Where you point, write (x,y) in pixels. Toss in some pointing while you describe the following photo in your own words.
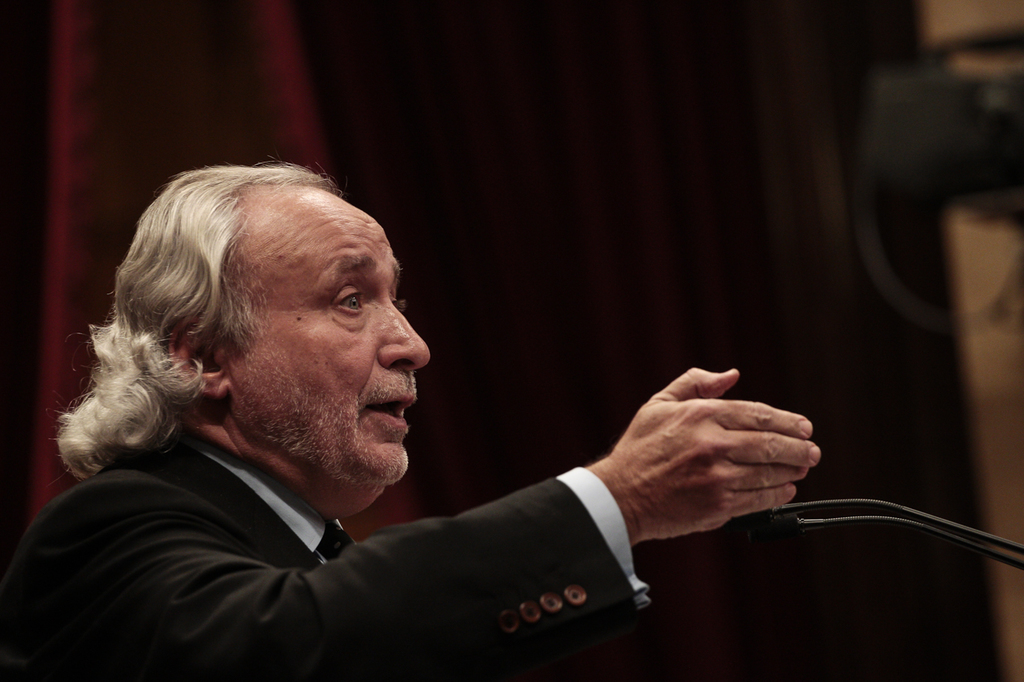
In this image I see a man (337,449) who is wearing black suit (270,557) and I see the mics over here and I see that it is blurred in the background (777,319).
